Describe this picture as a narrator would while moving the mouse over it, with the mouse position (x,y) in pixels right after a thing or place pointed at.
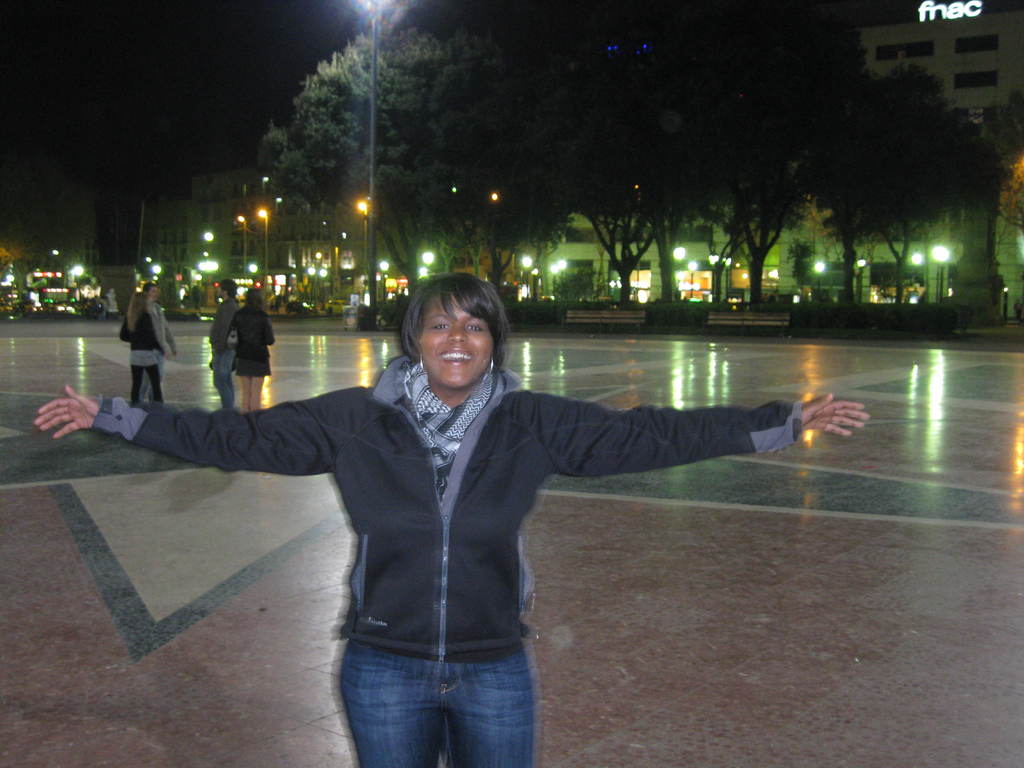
In this picture I can see there is a woman (526,671) standing she is wearing a black coat (440,540) and in the backdrop (235,326) there are few people (233,317) standing and there are poles (372,87), lights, trees (821,43), buildings (883,58).
